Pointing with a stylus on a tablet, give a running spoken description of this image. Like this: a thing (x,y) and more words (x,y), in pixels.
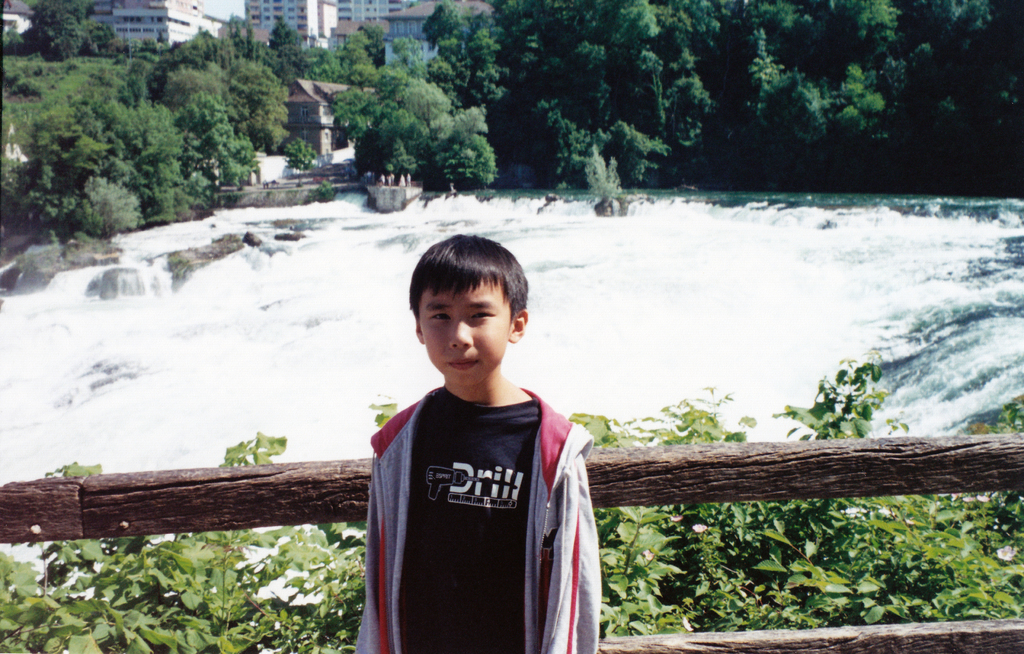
In this picture we can see a kid (525,542) and some plants (785,577) in the front (52,567), there is water (265,325) in the middle (384,304), we can see trees (381,112) and buildings (312,18) in the background (319,18).
